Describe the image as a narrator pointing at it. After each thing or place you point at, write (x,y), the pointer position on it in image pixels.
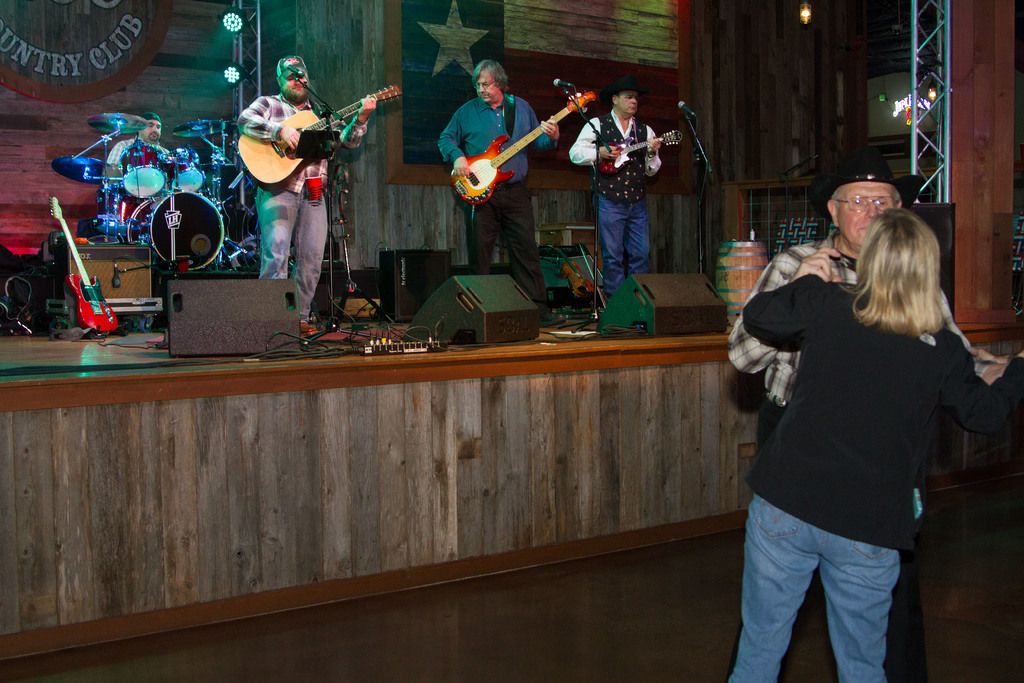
In the given image we can see there are four people (521,164) are having musical instruments (278,171) in their hand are performing. There are two more people (808,318) who are dancing. This is a stage (205,375).
